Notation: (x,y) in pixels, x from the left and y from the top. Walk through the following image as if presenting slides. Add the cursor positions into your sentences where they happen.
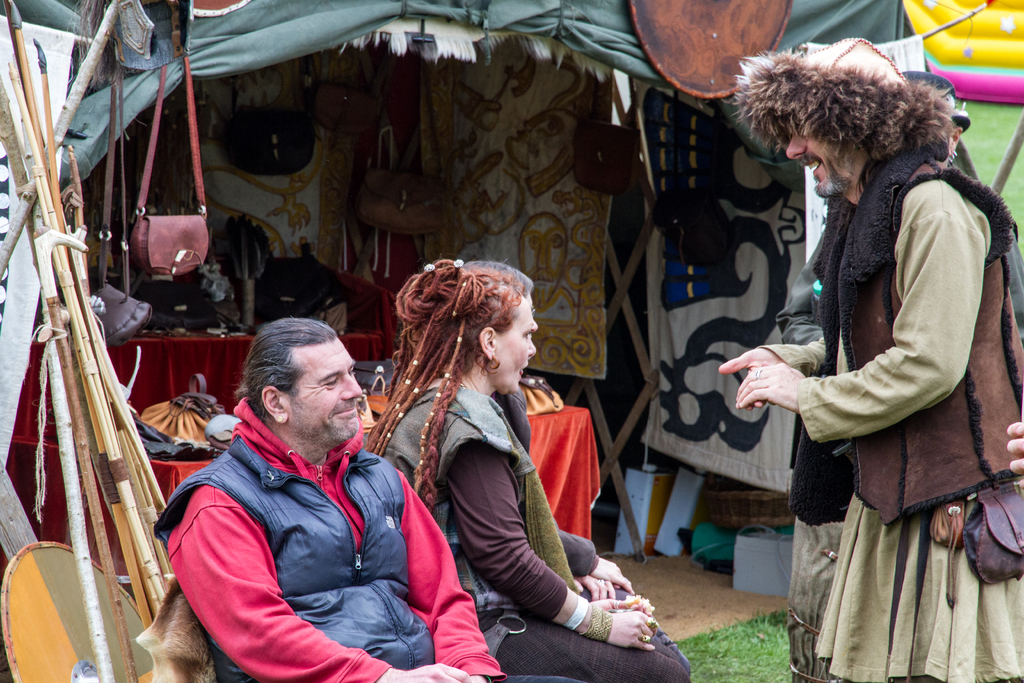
In this image I can see three persons (517,548). In front (257,593) the person (343,540) is wearing black and red color dress (271,585). In the background (280,299) I can see few wooden sticks (109,389), few bags (418,204) and I can also see few banners (575,285) in multi color.
